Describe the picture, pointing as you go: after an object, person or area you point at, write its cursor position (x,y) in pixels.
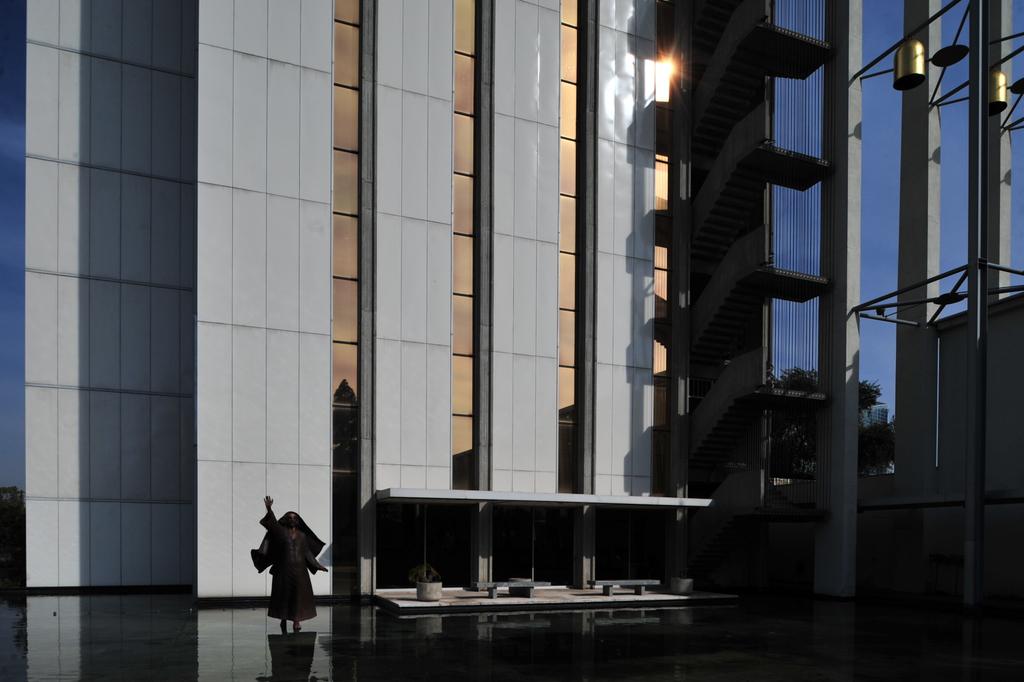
In this image I can see the black colored floor (258,646), a black colored statue (293,542) of a person (293,555) and the building (426,244) which is grey in color. In the background (863,450) I can see few trees (796,434), the sky (882,216), few pillars (860,167) and two gold colored objects (999,87).
